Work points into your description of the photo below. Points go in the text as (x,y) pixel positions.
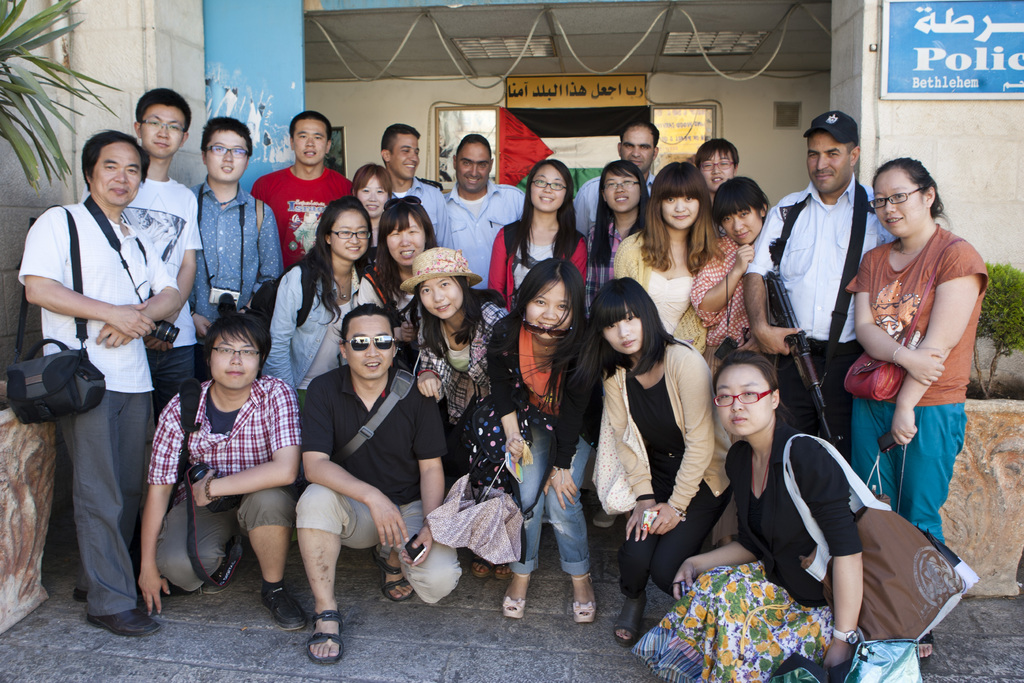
In this image, we can see a group of people (684,238), a few people (828,608) are in squat position and few people (529,230) are standing. On the right side (1005,278), we can see few plants (987,296) and a board (904,80) with some text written on it. On the left side (39,111), we can also see some plants (39,130). In the background (275,155), we can see a door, glass door (677,135), board (585,85) with some text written on it, red color cloth (540,148). At the top (525,51), we can see a roof (583,25) with few lights (467,56).
